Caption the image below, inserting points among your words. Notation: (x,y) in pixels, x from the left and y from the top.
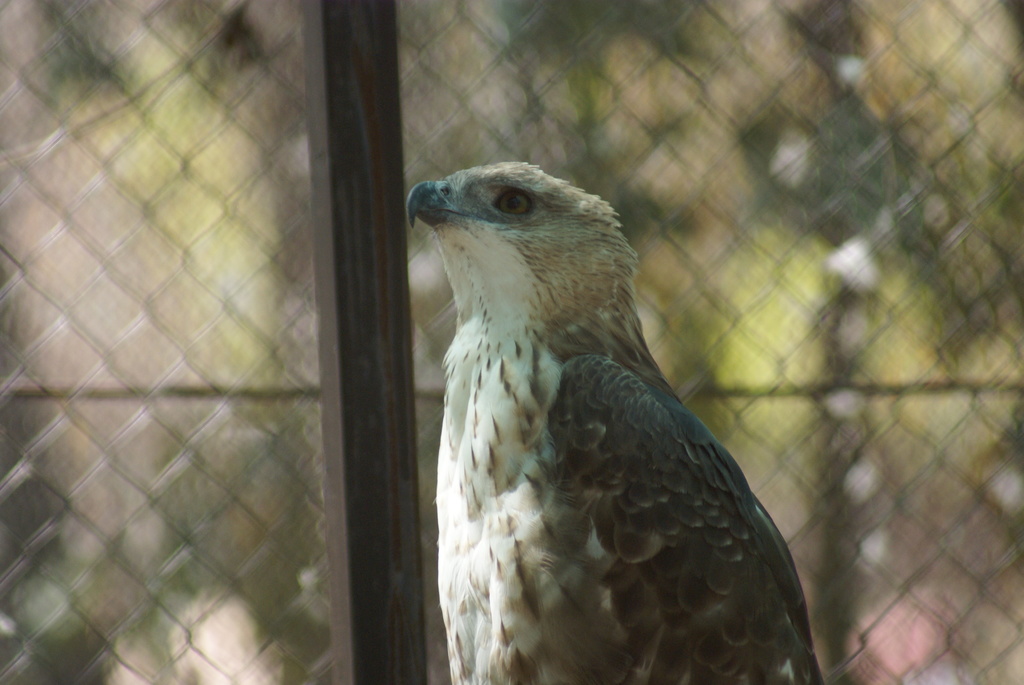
In the center of the image (466,267) there is a bird (551,241). In the background of the image (212,73) there is a fencing (720,126).
